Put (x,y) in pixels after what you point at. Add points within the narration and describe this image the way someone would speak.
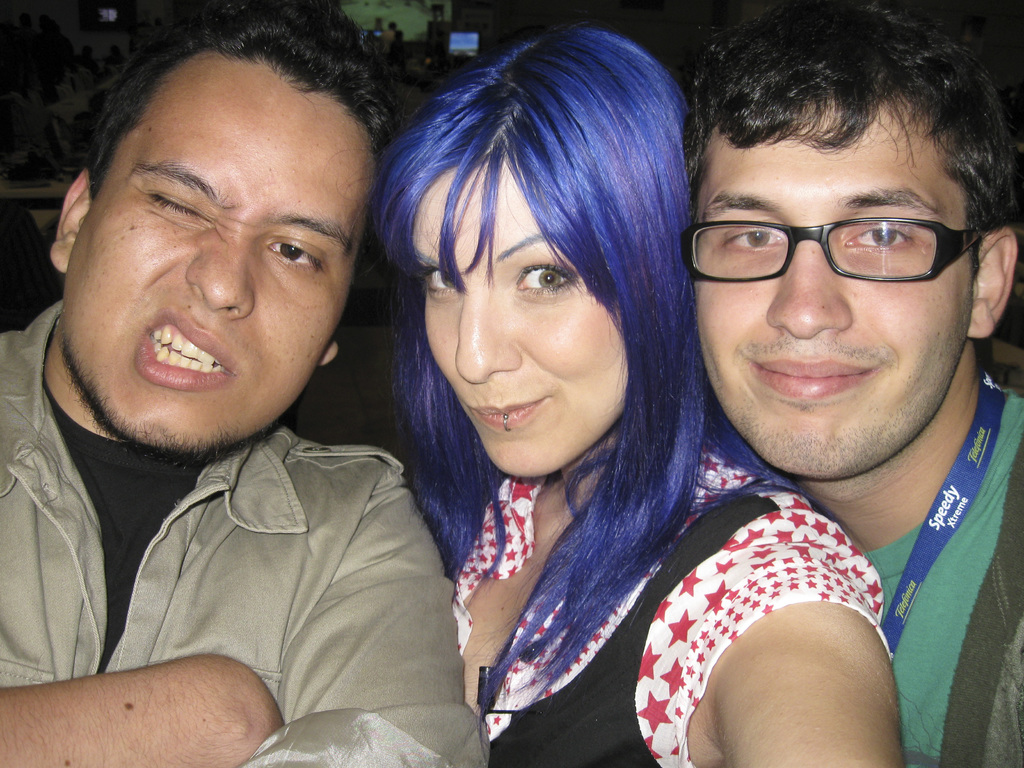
In this image we can see a woman (681,368) and two men (183,640). At the top of the image (51,67), we can see people (52,95), monitor (462,39) and wall (353,5).
